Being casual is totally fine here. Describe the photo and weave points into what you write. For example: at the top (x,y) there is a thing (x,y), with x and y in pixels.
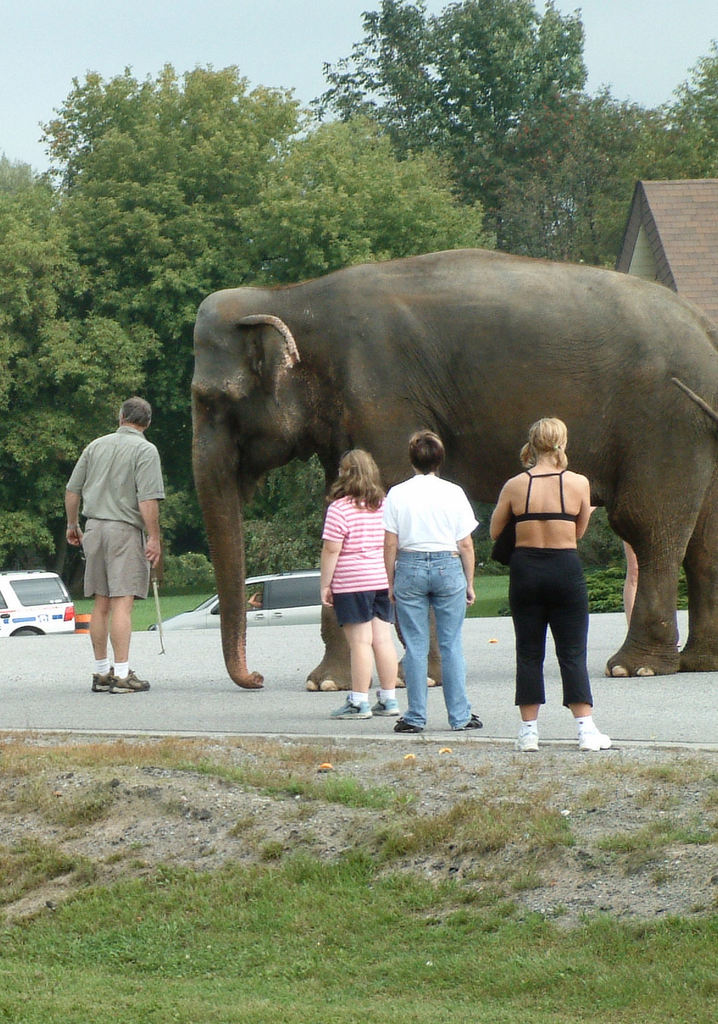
In this image i can see an elephant (466,464) and a group of people (388,676) are standing on the road (223,673). I can also see there are couple of trees (259,182) and vehicles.
